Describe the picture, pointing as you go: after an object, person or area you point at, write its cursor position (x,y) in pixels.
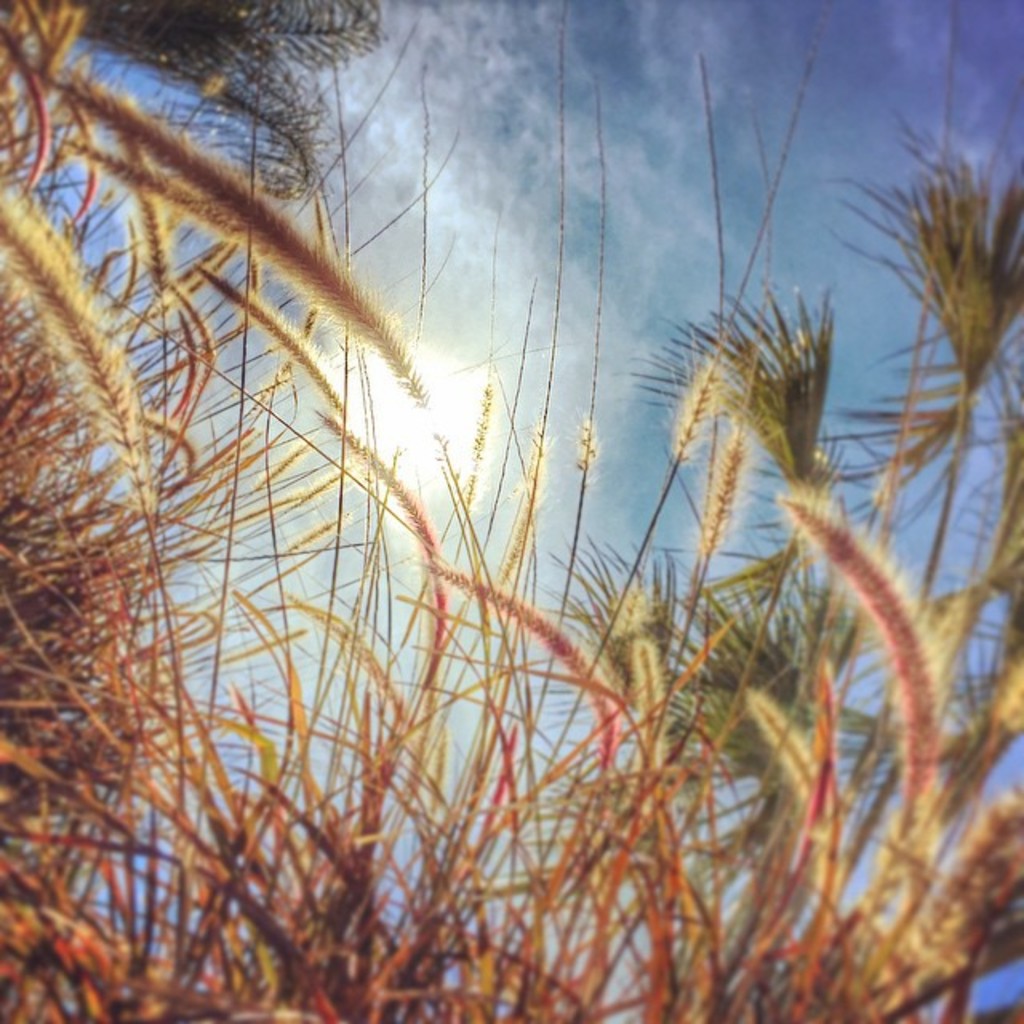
In this picture I can see few plants (486,766) at the bottom (480,823), there is the sky (519,275) at the top (548,274).
